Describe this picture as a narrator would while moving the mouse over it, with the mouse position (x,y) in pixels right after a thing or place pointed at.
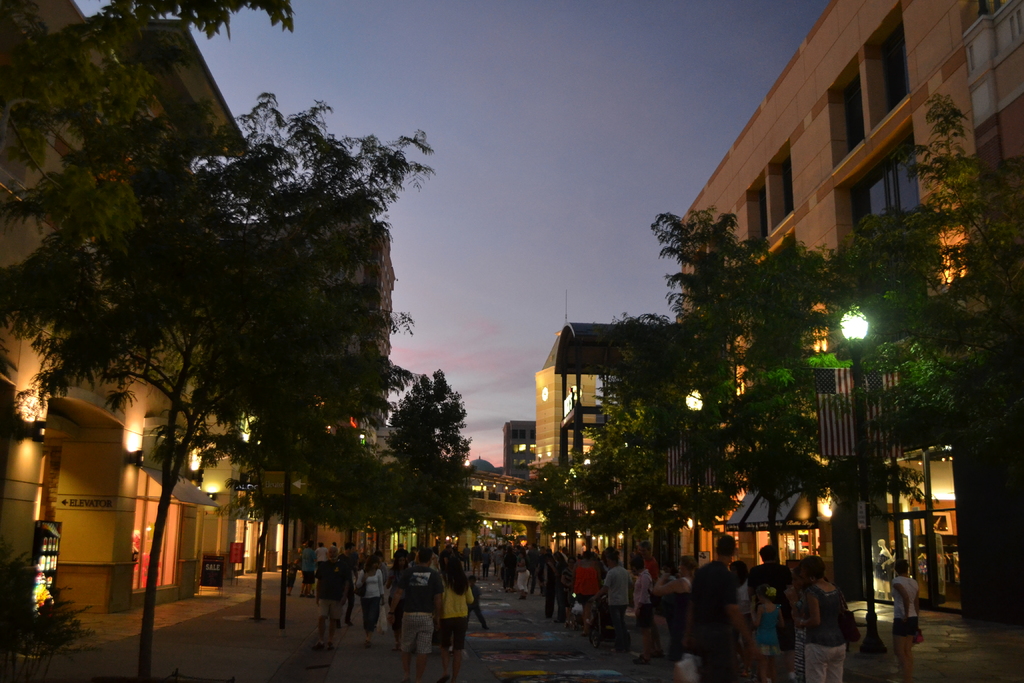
In this image in the center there are persons (402,567) walking, standing and in the background (421,438) there are trees (463,459), buildings (528,473) and there are lights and poles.
